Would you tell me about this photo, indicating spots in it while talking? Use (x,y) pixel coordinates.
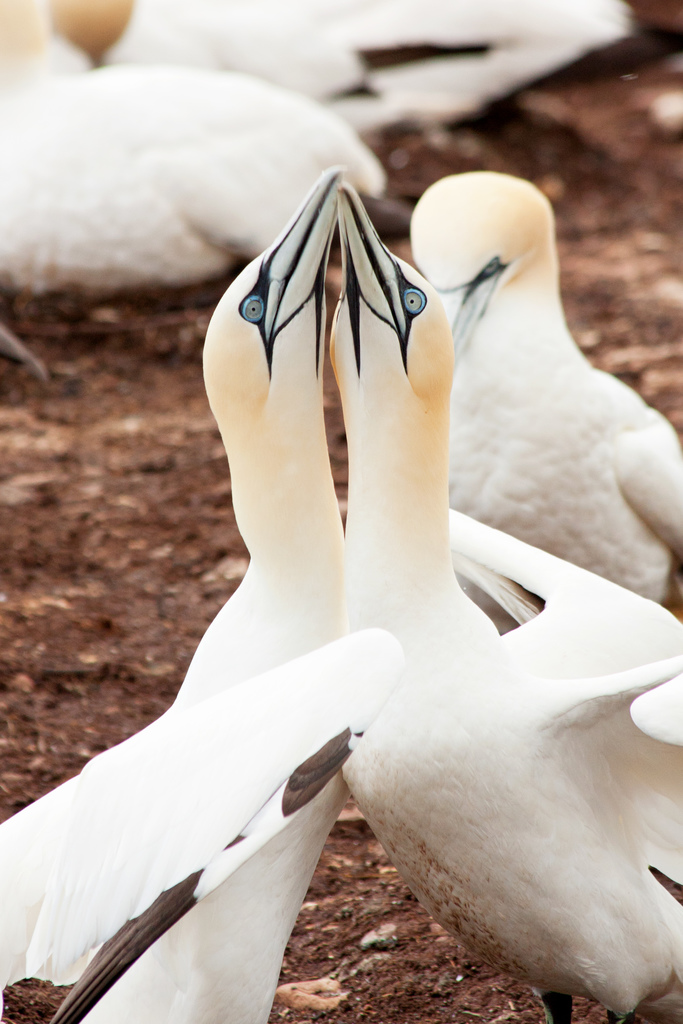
We can see birds (254,547) on the surface (104,470).
